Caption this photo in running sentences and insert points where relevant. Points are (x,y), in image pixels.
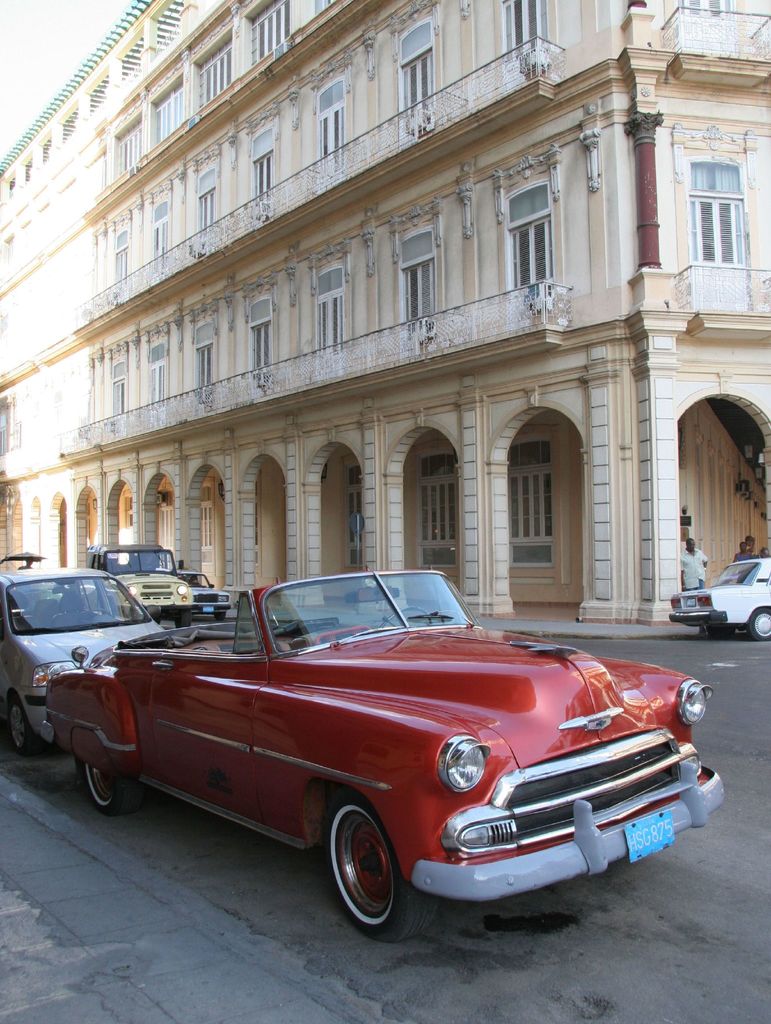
In this image we can see some vehicles (440,774) on the road (762,726) and there are few people (702,559) standing near the car (757,562). We can see a building (317,91) in the background (326,306).
